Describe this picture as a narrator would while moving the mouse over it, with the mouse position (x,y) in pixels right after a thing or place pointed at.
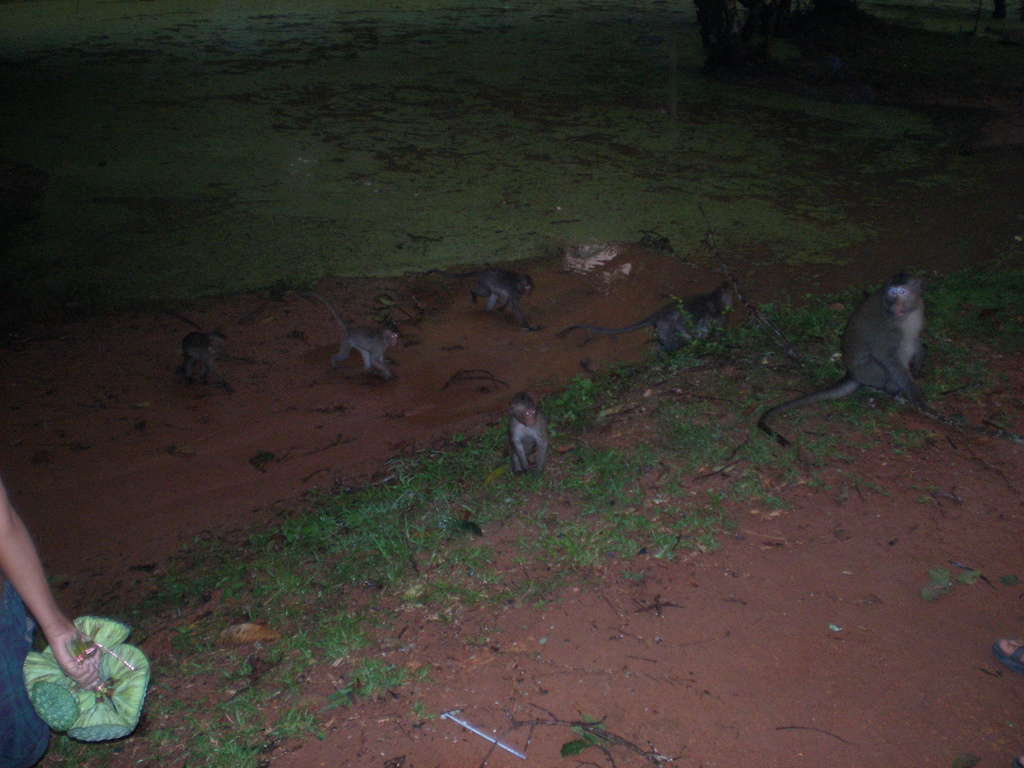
In this image there are a few monkeys (868,376) sitting and walking on the surface (712,429) of the grass (716,404) and on the left side of the image (33,664) there is a person (20,590) holding something (92,715) in his hand (67,658).
